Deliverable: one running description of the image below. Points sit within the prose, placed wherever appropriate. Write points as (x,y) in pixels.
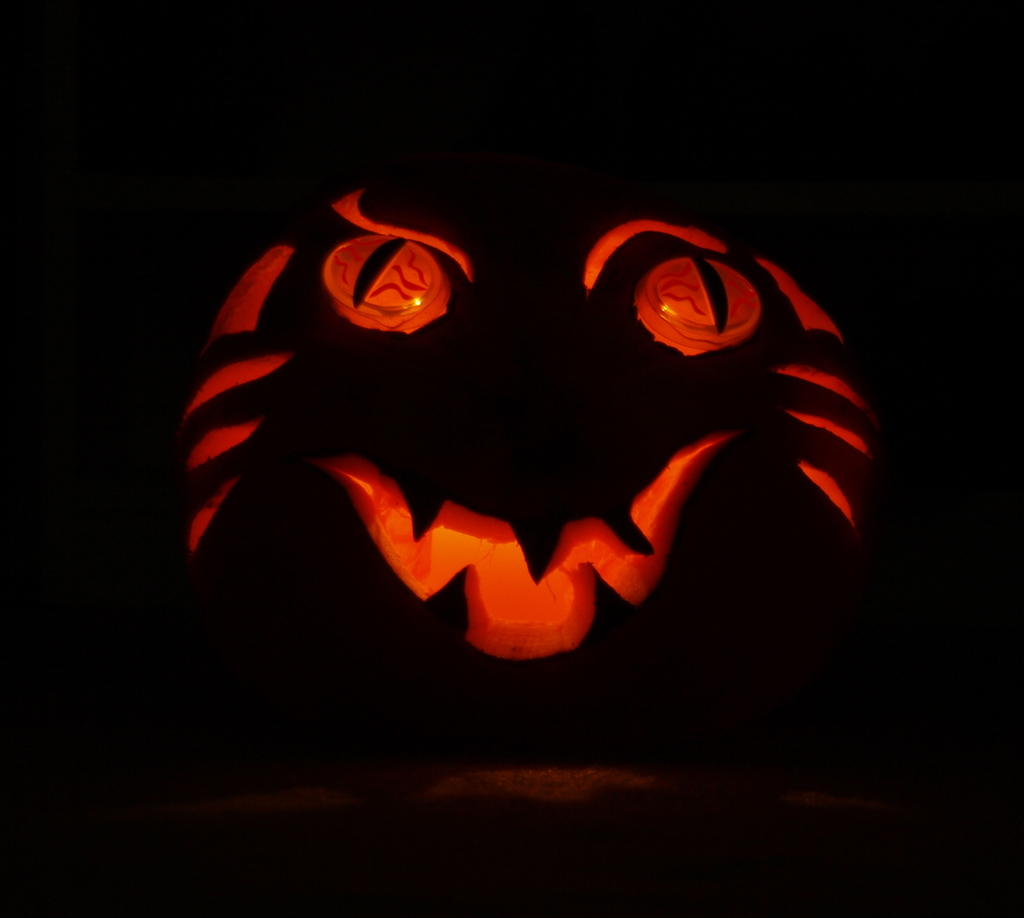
In the image there is a halloween pumpkin lantern (529,452). And there is a dark background (925,303).
